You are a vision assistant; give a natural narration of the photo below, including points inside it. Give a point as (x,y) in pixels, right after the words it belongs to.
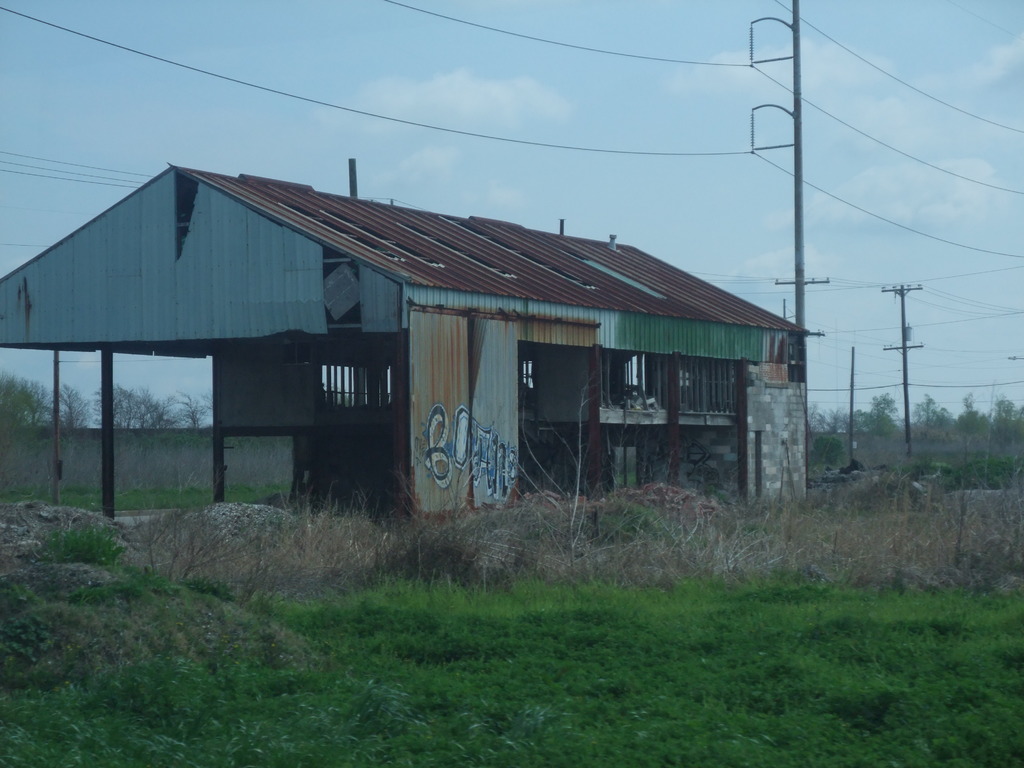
In this picture I can see a shed (744,483) and also I can see some grass (859,491), trees (820,460) and some poles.
